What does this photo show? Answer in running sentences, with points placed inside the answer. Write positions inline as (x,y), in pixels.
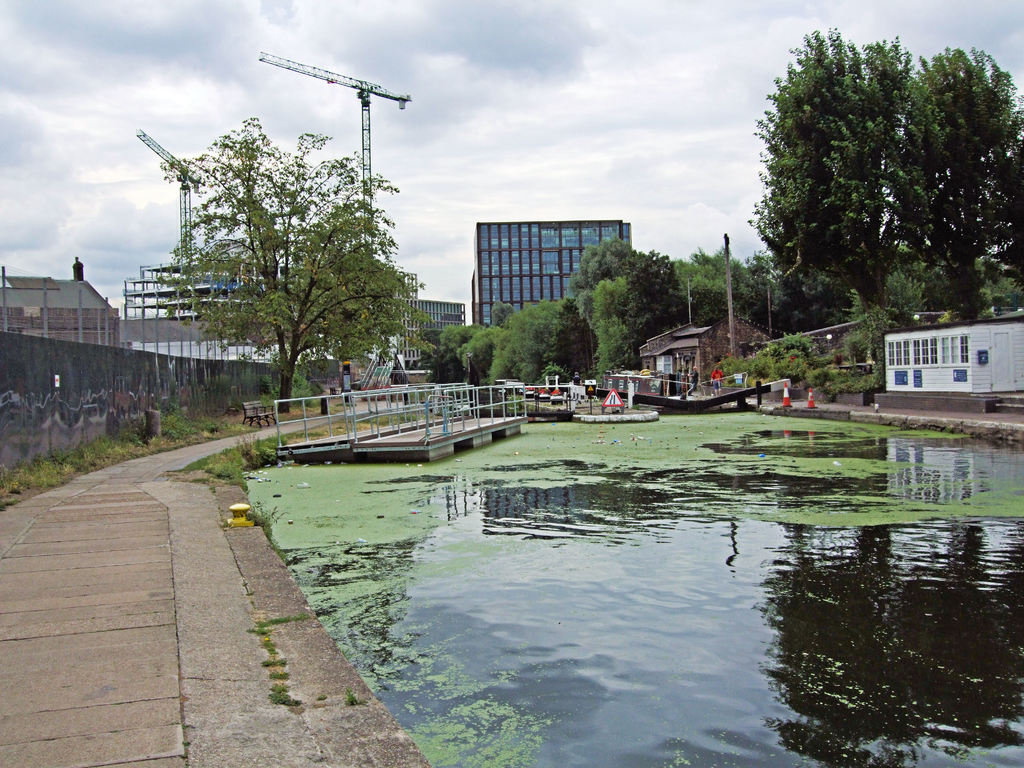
In this image we can see a pond (754,612) and pavement (183,609). Background of the image (334,331) trees (352,330) and buildings (135,288) are present. The sky (459,248) is covered with clouds (96,80).
